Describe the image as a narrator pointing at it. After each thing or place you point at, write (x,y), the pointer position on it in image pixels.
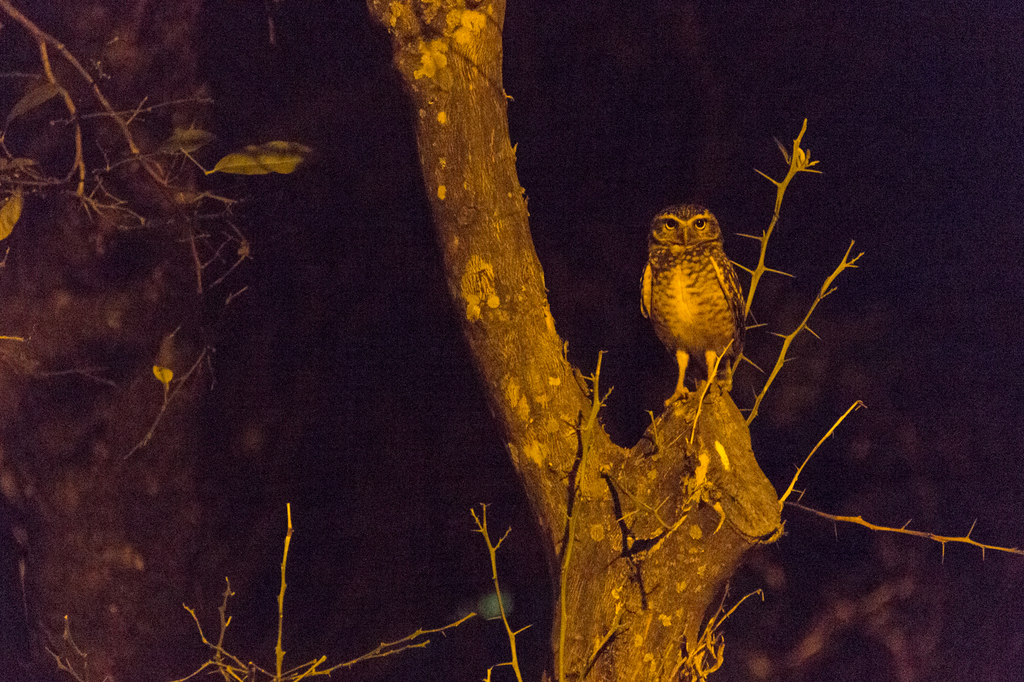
On the right side (717,234), there is owl (704,216) standing on the edge (685,419) of a branch (680,406) of tree (553,452). On the left side (285,161), there are green color leaves (277,150) of a tree (184,153). And the background (391,556) is dark in color.
